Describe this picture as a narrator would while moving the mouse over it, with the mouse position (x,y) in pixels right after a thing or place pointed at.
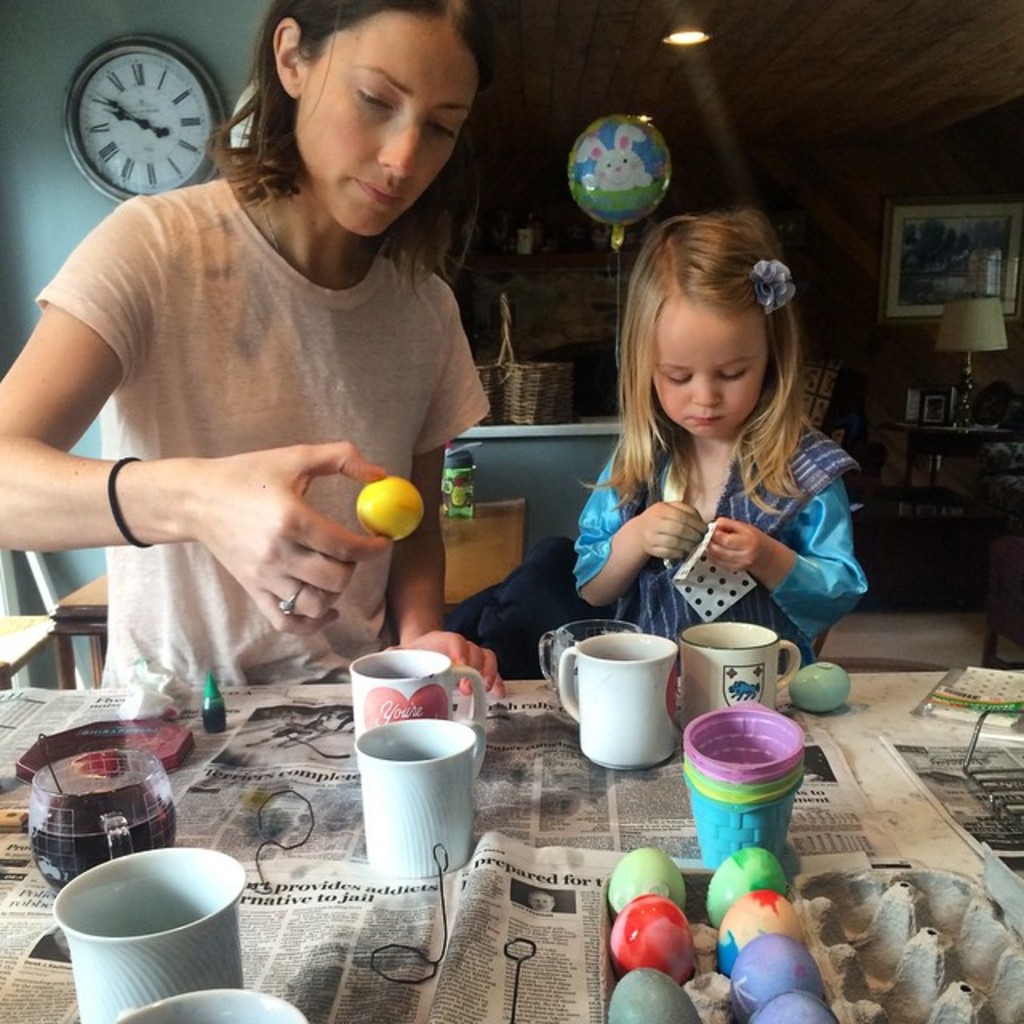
On this table (944,851) there are cups (450,800), paper (531,909) and eggs (758,1012). This woman (379,136) is holding a egg (387,519). This kid (734,546) is holding a paper (713,611). On wall (197,39) there is a clock (120,82) and pictures (884,264). a basket (559,381) on table (515,425). On this table (989,433) there are pictures (944,405) and lantern lamp (978,339).
